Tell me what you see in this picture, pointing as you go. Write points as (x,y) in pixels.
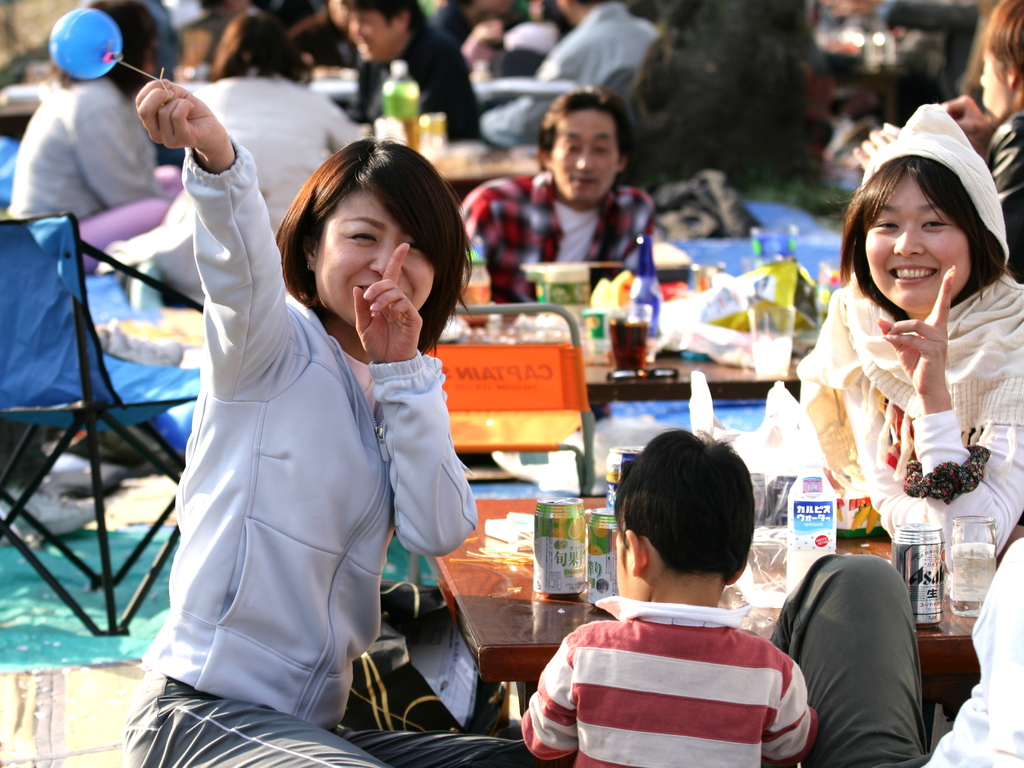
There are few people (528,289) sitting on the ground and there is a table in front of them which has some eatables (622,290) and drinks (658,290) on it.
